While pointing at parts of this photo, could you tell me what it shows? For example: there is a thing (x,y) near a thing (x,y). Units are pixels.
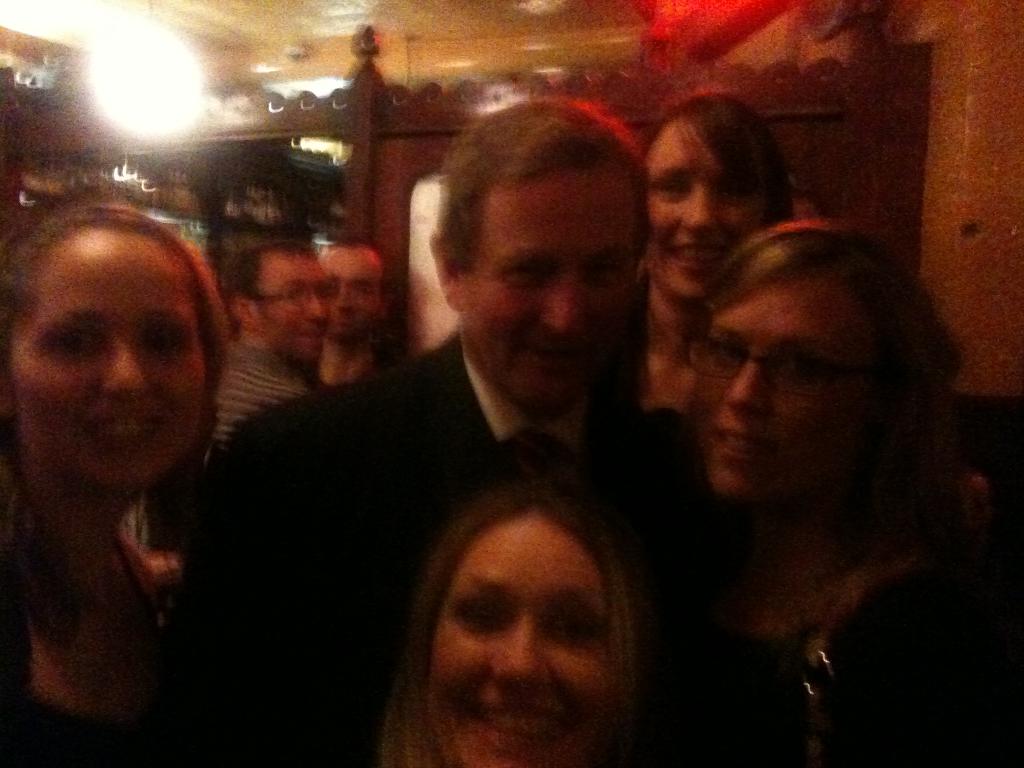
The picture is a blurry image. In the foreground of the picture (490,396) there are people (515,459) standing, behind them there are men (343,277), light (336,147), door (391,146) and other objects (796,64).
